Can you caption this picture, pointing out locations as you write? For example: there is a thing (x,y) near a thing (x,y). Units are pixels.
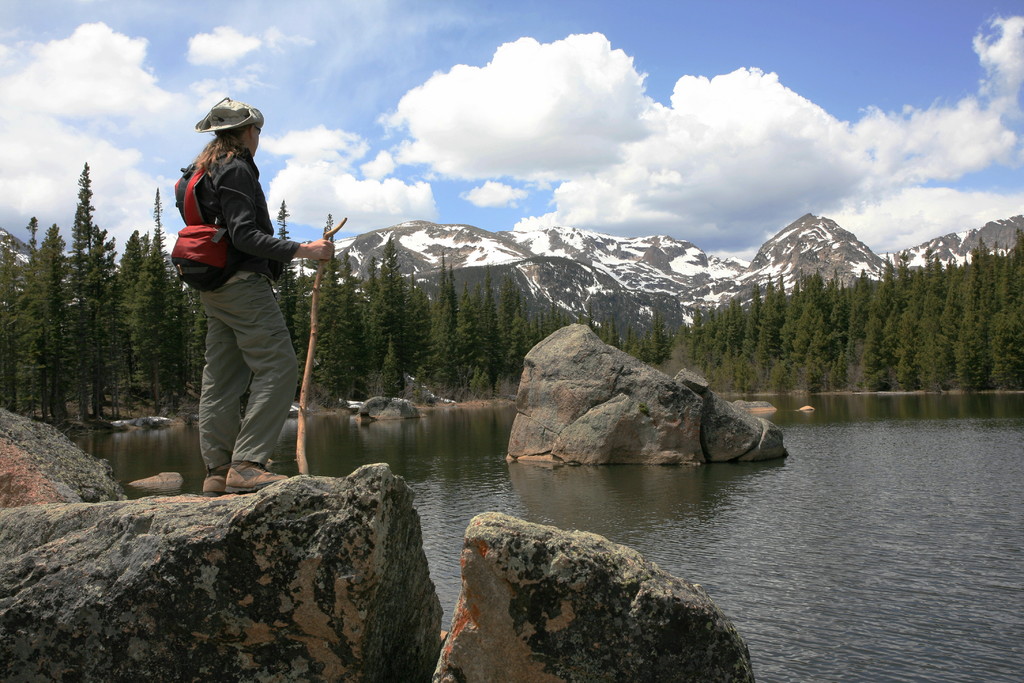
In the picture I can see a woman (201,164) standing on the rock (347,490) and she is on the left side (251,235). She is carrying a bag (177,206) on her back (227,169) and she is holding a wooden stick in her right hand (334,246). I can see the rocks (707,388) and water (626,483) on the right side (776,524). In the background (681,279), I can see the trees (155,338) and mountains (354,260). There are clouds (649,210) in the sky (688,147).
